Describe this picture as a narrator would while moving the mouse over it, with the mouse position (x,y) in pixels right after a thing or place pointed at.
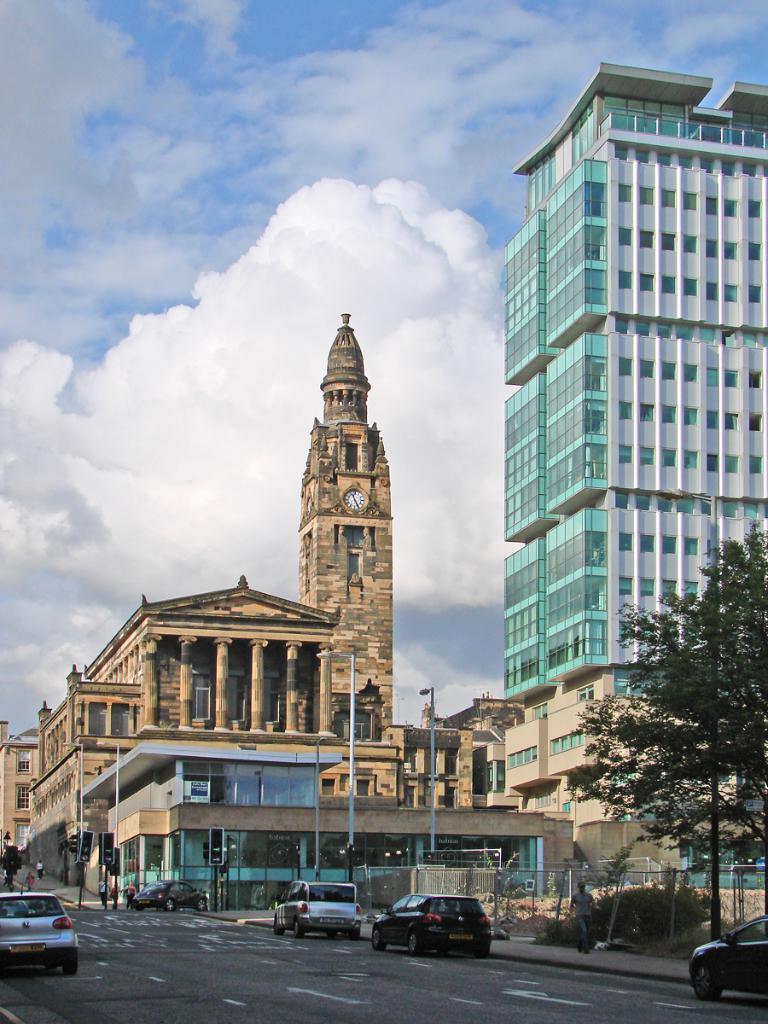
Sky (281,258) is cloudy. Here we can see buildings (341,649), poles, tree (765,769) and vehicles (68,938). Vehicles (64,929) are on the road (322,998). This is a clock tower (378,665). To this clock tower (334,712) there is a clock (355,500).
